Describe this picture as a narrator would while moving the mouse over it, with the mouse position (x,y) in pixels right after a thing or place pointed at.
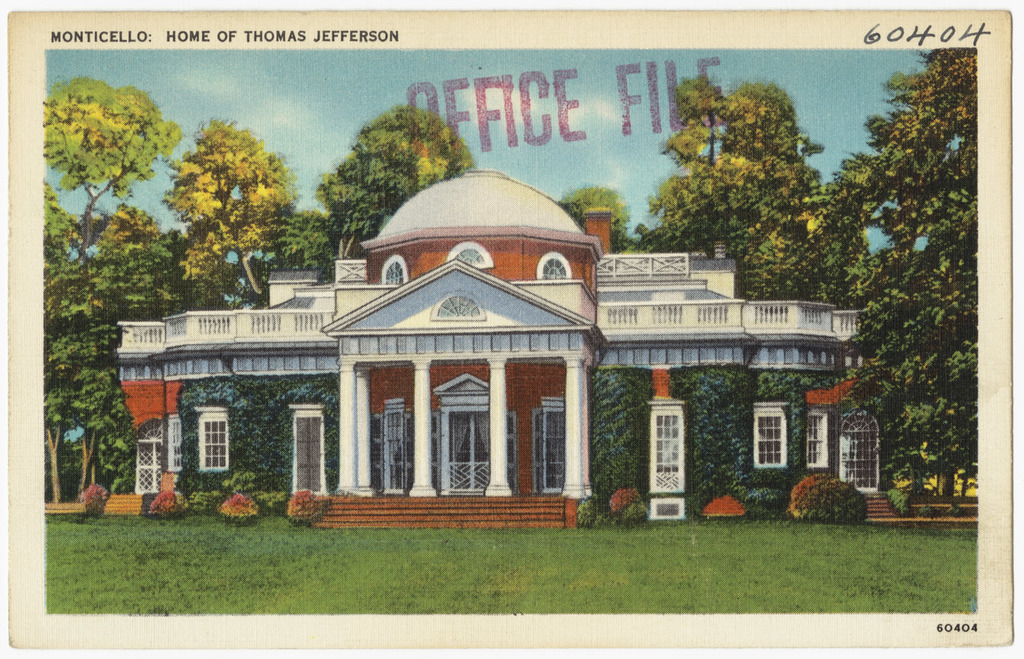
This picture shows paper cutting (554,445). We see a picture of a building (737,338) and trees (66,183) and we see few plants (186,493) and grass (574,576) on the ground (449,578) and we see a blue cloudy Sky (289,116) and we see text (426,89) on the picture and on the top left corner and we see numbers (872,40) on the top right (900,26) and at the bottom right corners.
